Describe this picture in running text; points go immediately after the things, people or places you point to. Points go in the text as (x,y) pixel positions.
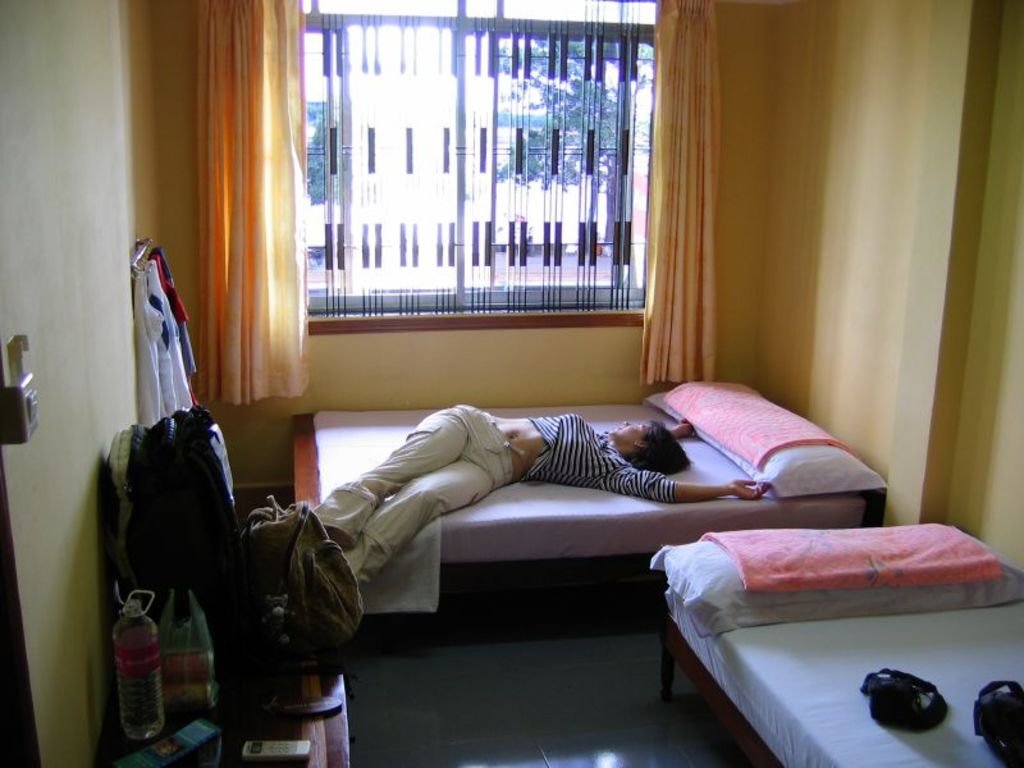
In this image we can see a woman (410,508) is sleeping on this bed (587,529). There is another bed (804,564) which is on the right side (891,576). This is a window glass (515,267) and this is curtain (268,173).
